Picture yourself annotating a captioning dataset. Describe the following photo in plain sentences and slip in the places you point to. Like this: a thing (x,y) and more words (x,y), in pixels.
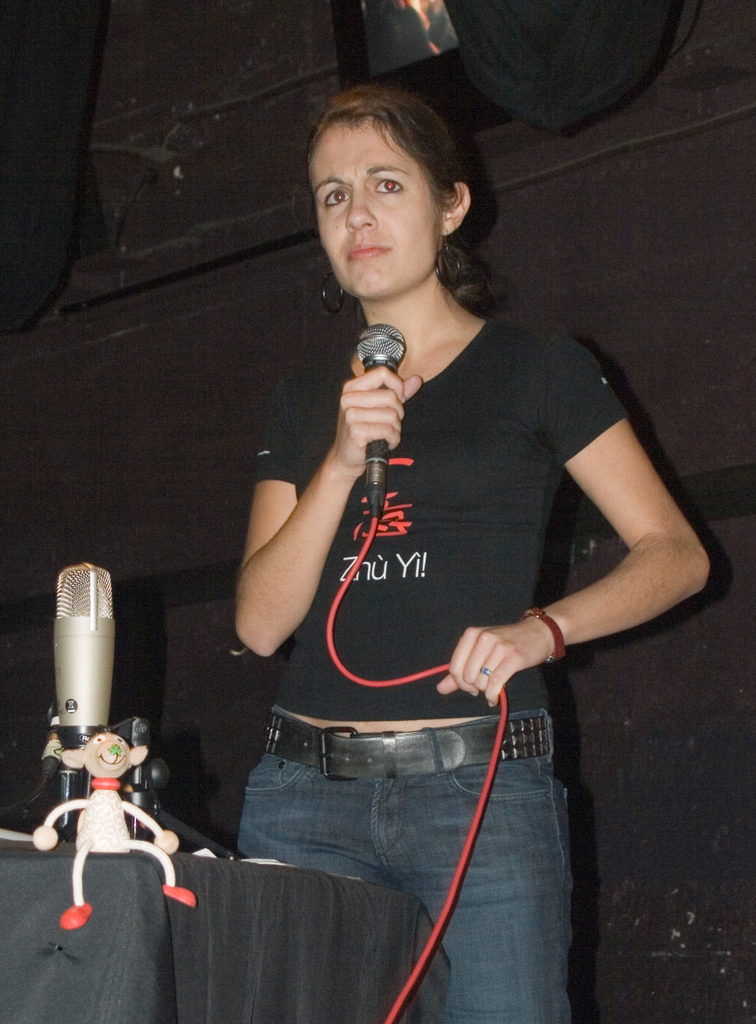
In the image there is a woman (429,325) holding a microphone (374,357) and she is also wearing a black color shirt (530,544) and blue color jeans (552,847) and standing in front of a table (216,853). On table (223,853) we can see a toy (119,799), microphone (70,659) and a cloth (292,920) on table (191,982).
